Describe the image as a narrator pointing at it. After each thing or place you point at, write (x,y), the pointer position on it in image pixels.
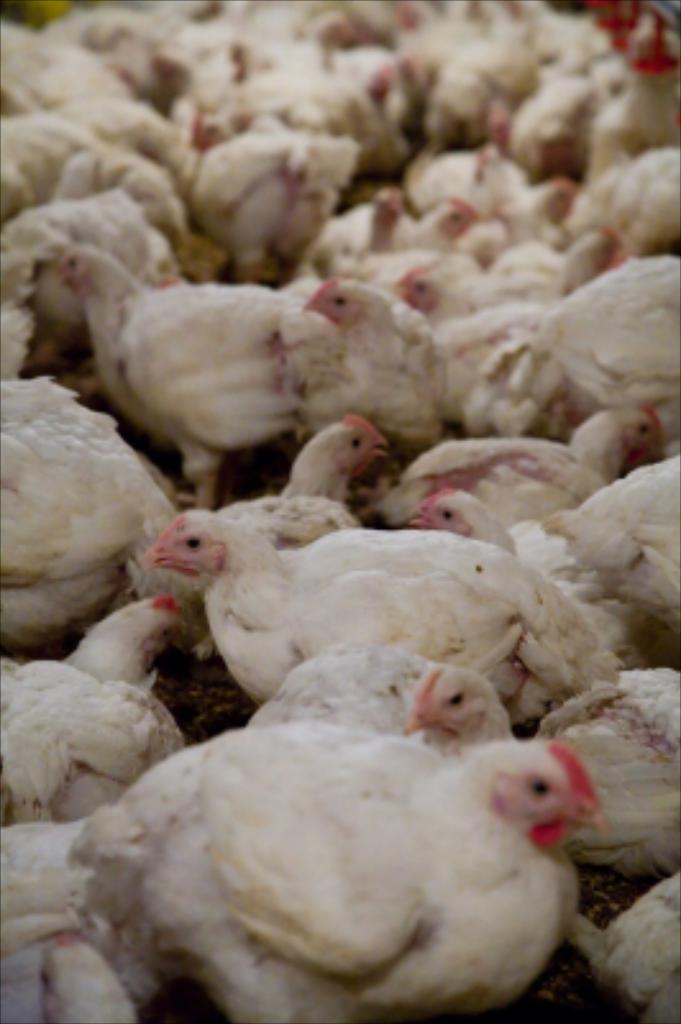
In this image I can see number of white colour chickens (418,360). I can also see this image is little bit blurry in the background (377,166).
